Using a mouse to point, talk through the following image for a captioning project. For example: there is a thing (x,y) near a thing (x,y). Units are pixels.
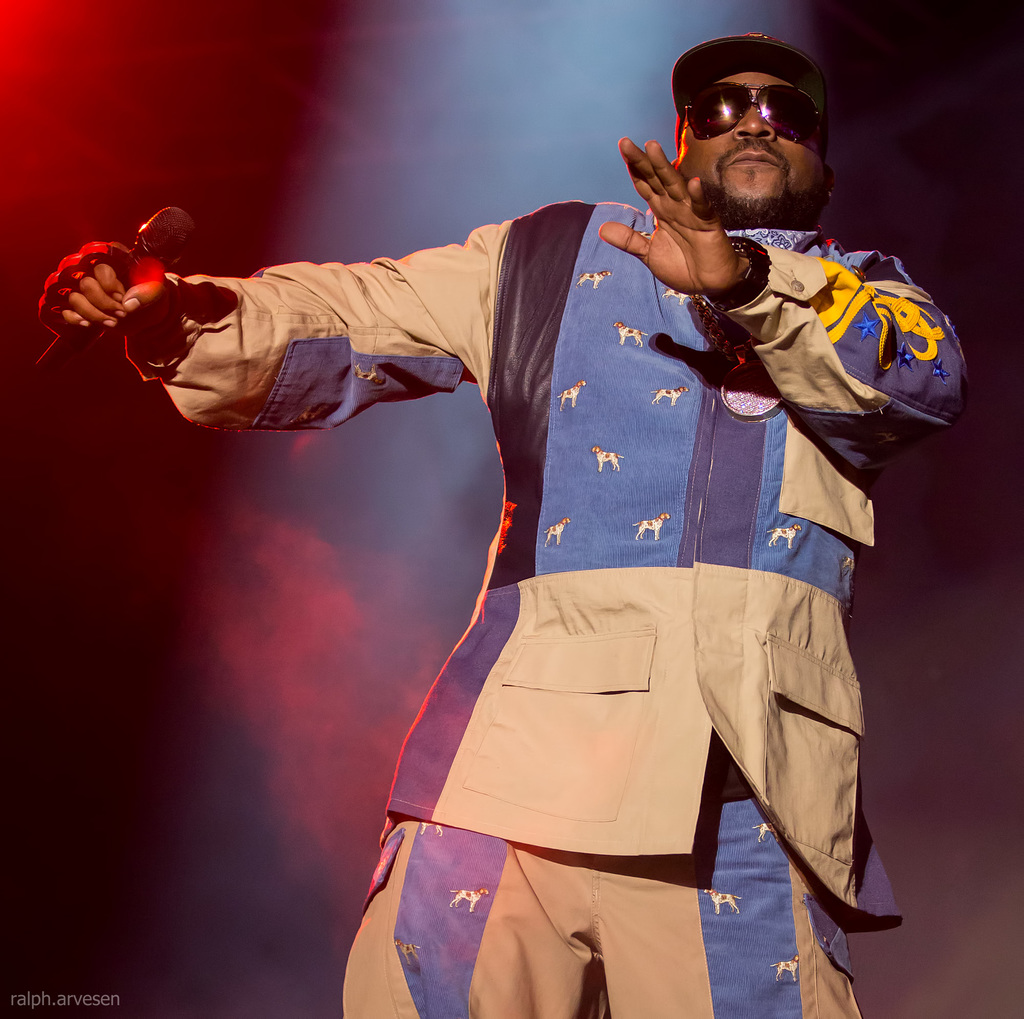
In this image we can see a person (689,428) and holding a microphone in his hand (147,321). There is some text (63,1001) at the bottom of the image (88,1003). A person (754,67) is wearing a cap (745,58) and spectacles (733,87) in the image.
